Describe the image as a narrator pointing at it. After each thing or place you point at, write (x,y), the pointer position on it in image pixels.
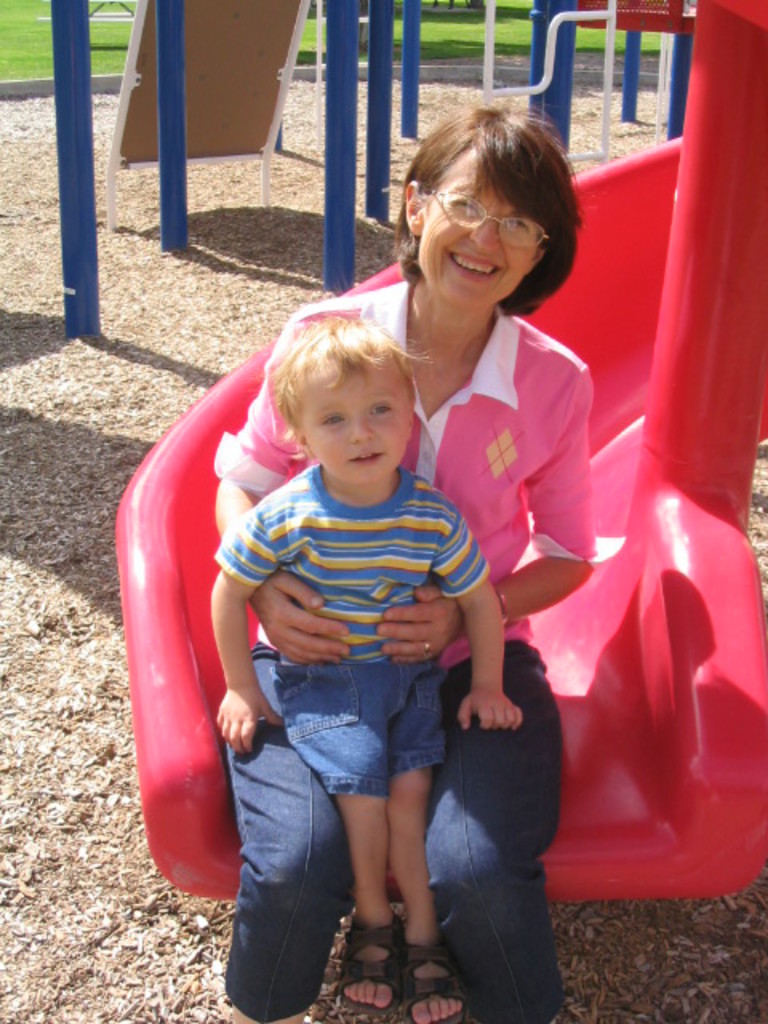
In the picture we can see a woman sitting on the play equipment (700,177) and smiling and on her we can see a small child (425,1009) sitting and behind them, we can see some blue color poles (69,228) and behind it we can see a grass surface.
